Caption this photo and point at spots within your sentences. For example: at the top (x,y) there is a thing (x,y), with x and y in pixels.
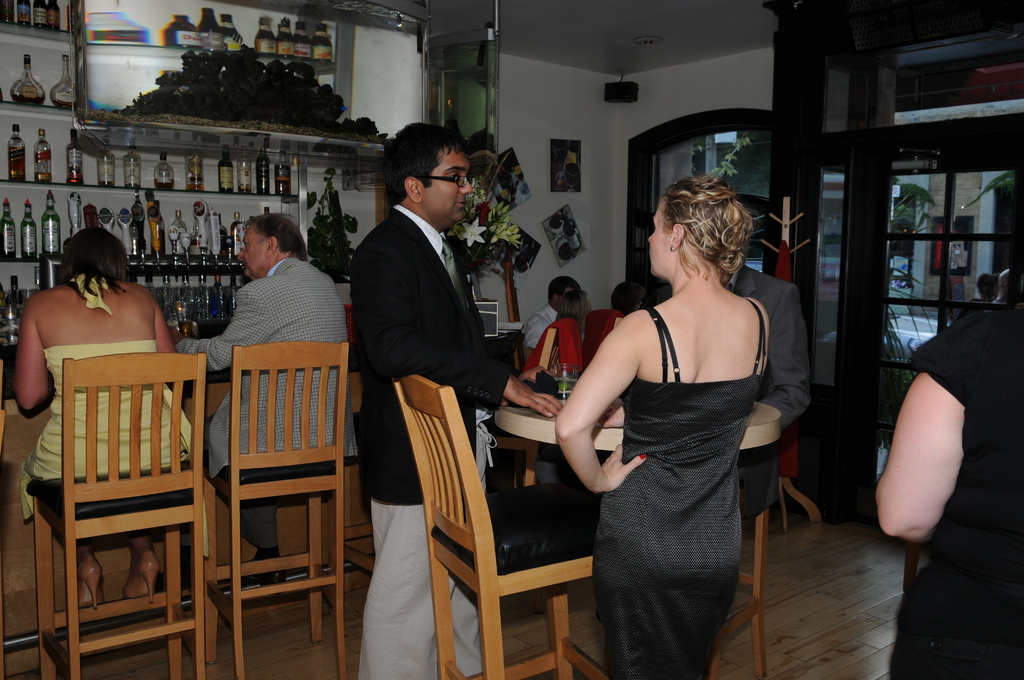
There are two persons (460,332) standing in front of a table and there are group of members (291,301) sitting beside them and there are wine bottles (72,183) in the left corner (111,161).
